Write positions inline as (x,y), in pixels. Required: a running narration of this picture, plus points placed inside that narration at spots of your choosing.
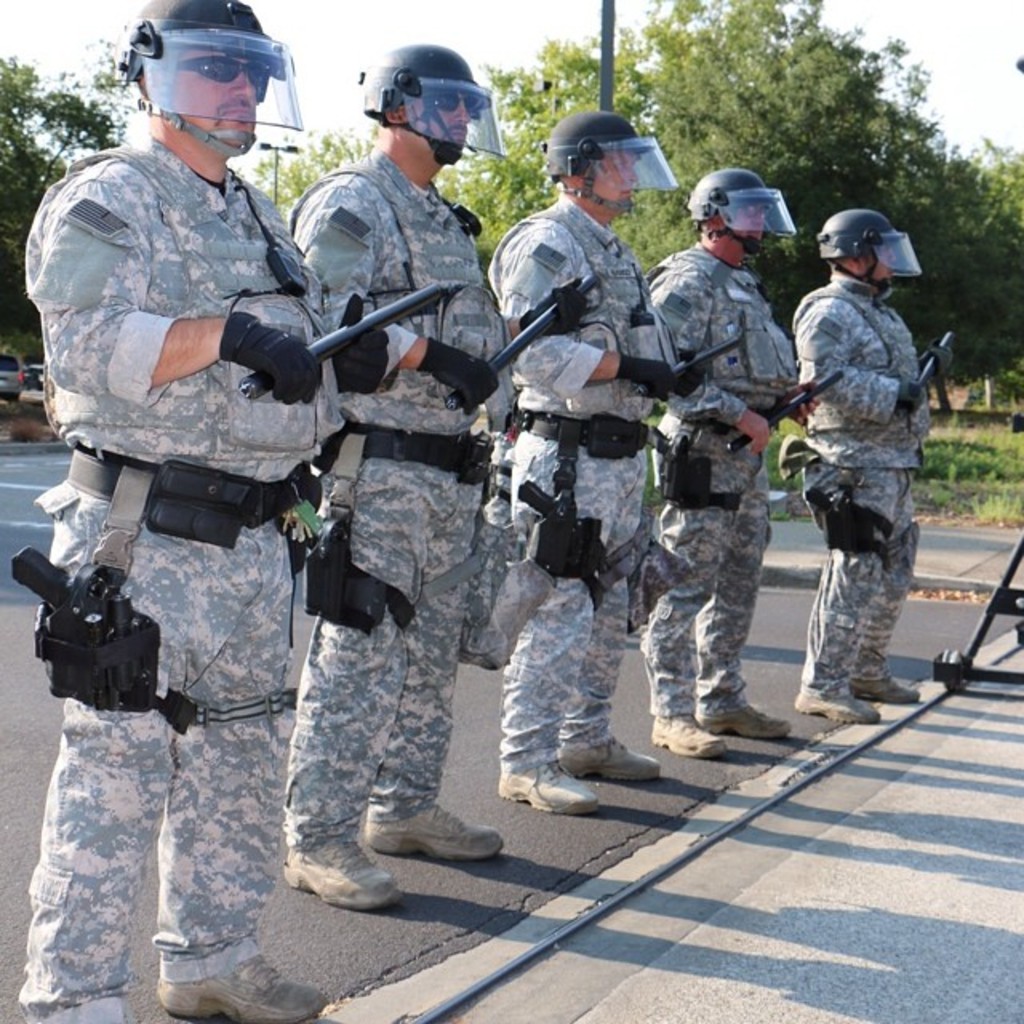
In the center of the image (437,379) we can see a few people (427,408) are standing and they are holding some objects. And we can see they are wearing helmets (584,147) and some other objects (337,477). And we can see they are in the same costumes (486,524). On the right side of the image (991,613), there is an object (1010,599). In the background (869,204), we can see the sky (383,57), trees (857,200), one pole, grass (1014,454) and a few other objects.
